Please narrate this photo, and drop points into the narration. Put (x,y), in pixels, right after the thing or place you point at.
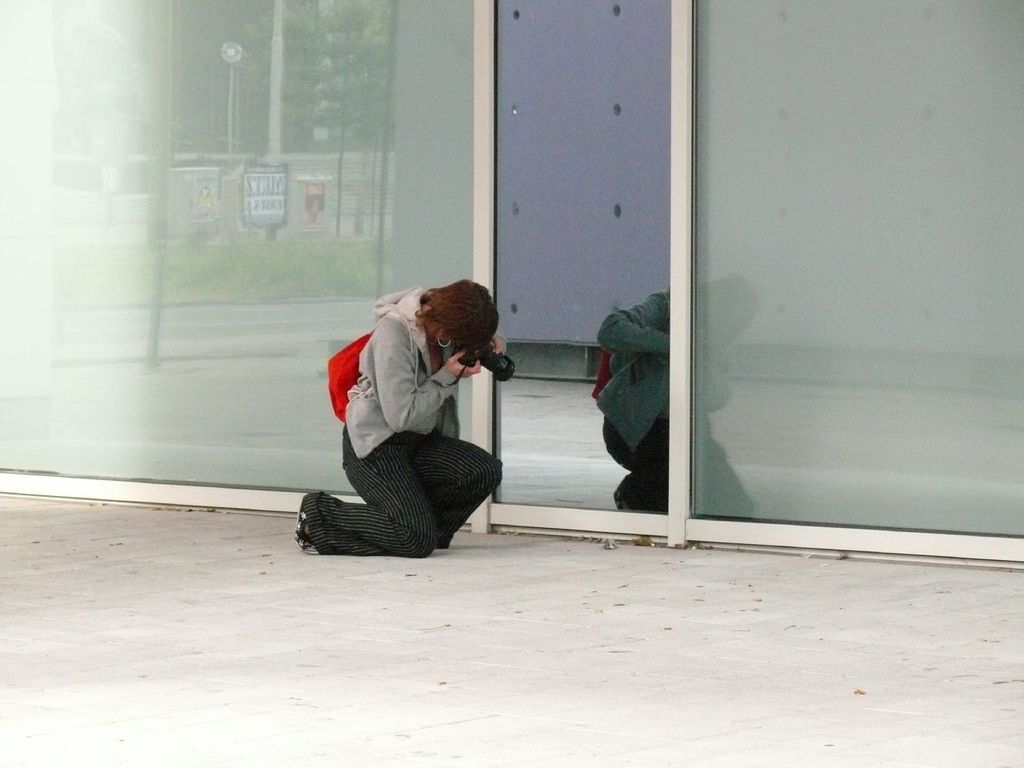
In this picture I can see a person (365,427) is holding the camera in the middle (429,441) and there are glass walls (856,443). On the left side (48,198) there is a reflected image (257,231).
